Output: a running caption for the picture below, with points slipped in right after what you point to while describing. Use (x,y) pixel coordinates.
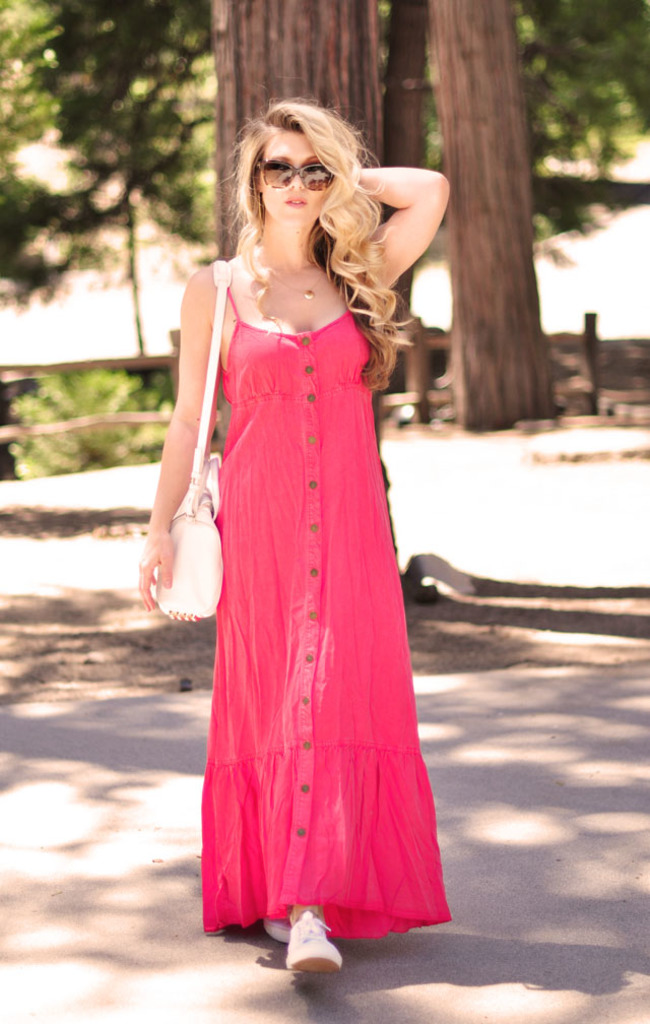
In the middle of the image (329,461) a woman (324,154) is walking. Behind her there are some trees (36,82).
